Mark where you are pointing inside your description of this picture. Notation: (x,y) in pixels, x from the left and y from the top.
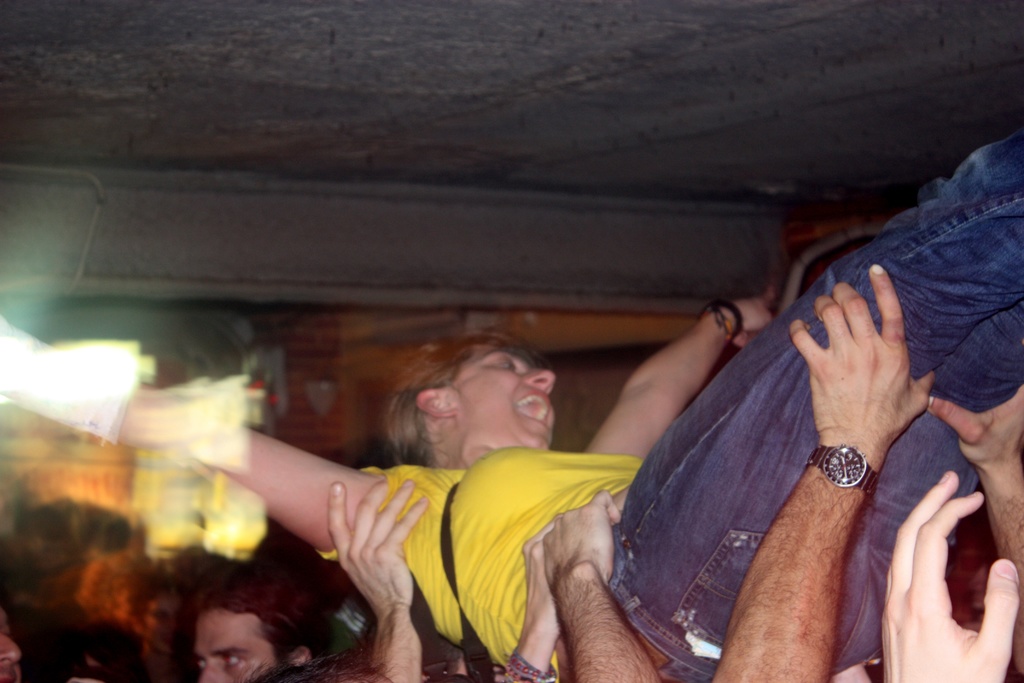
In this image I can see the group of people (563,553) holding one woman (503,572) up. She is wearing a yellow color top (555,514) and a blue pant (781,474). Among these people (789,604) one person (806,560) is wearing the watch (840,475). And I can see a roof (453,124).
